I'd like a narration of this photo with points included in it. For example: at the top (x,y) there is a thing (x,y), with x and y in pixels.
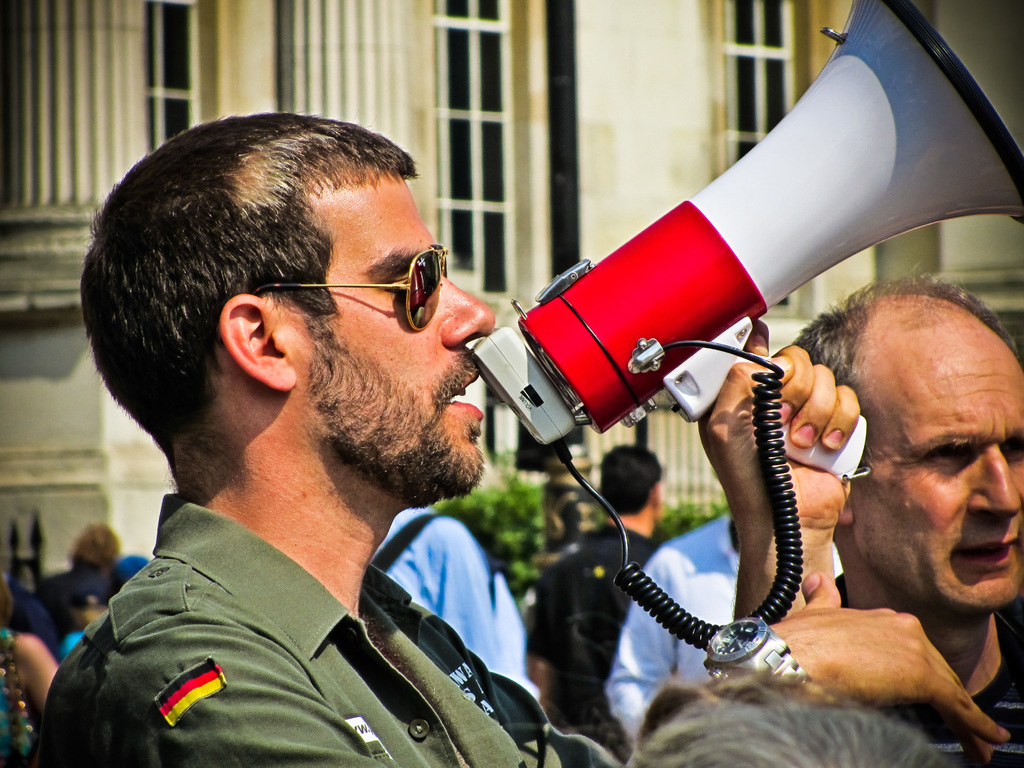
In this picture there is a man (307,231) on the left side of the image (308,345), by holding a horn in his hand (715,444) and there are other people (659,464) behind him and there are few plants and a building (512,3) in the background area of the image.
